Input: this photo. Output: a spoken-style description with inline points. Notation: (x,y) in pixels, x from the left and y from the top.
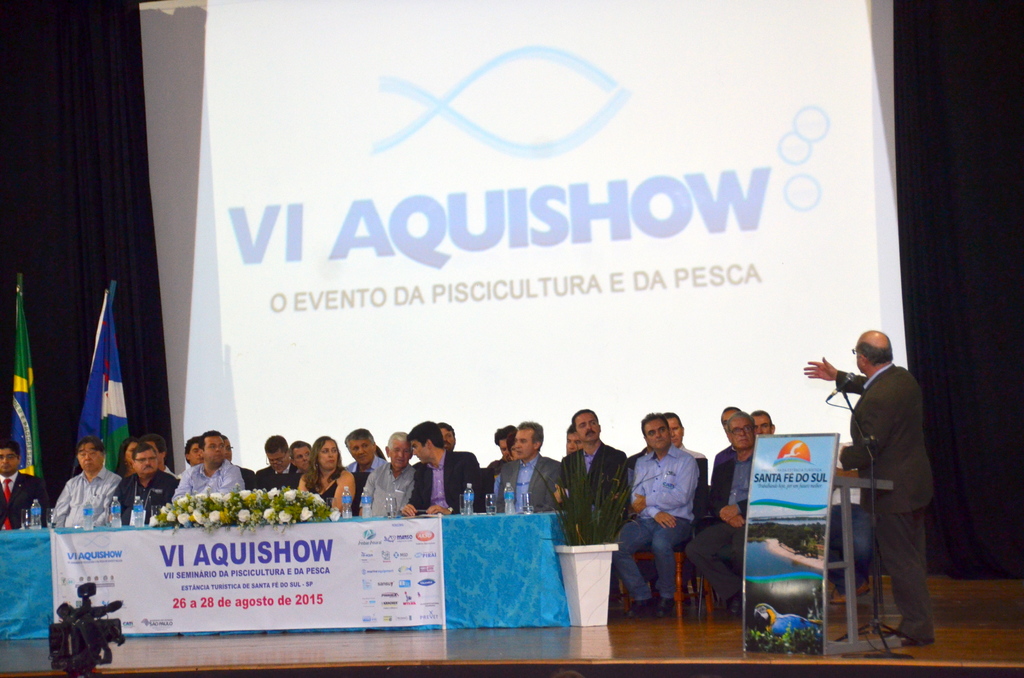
This picture is taken on the stage (620,597). On the stage (857,605), there are group of people (428,499) sitting on the chairs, behind the table (376,562). On the table (357,542), there are flowers (330,515) and bottles (345,511) towards the left (317,507). Towards the right (901,599), there is a man (881,456) standing at the podium (807,518), he is wearing a blazer (912,493) and trousers (890,567). In the background (360,225), there is a screen (450,217) with some text (609,228). Towards the left (18,366), there are two flags (107,408) with different colors. At the bottom left (83,657), there is a camera (64,645).
